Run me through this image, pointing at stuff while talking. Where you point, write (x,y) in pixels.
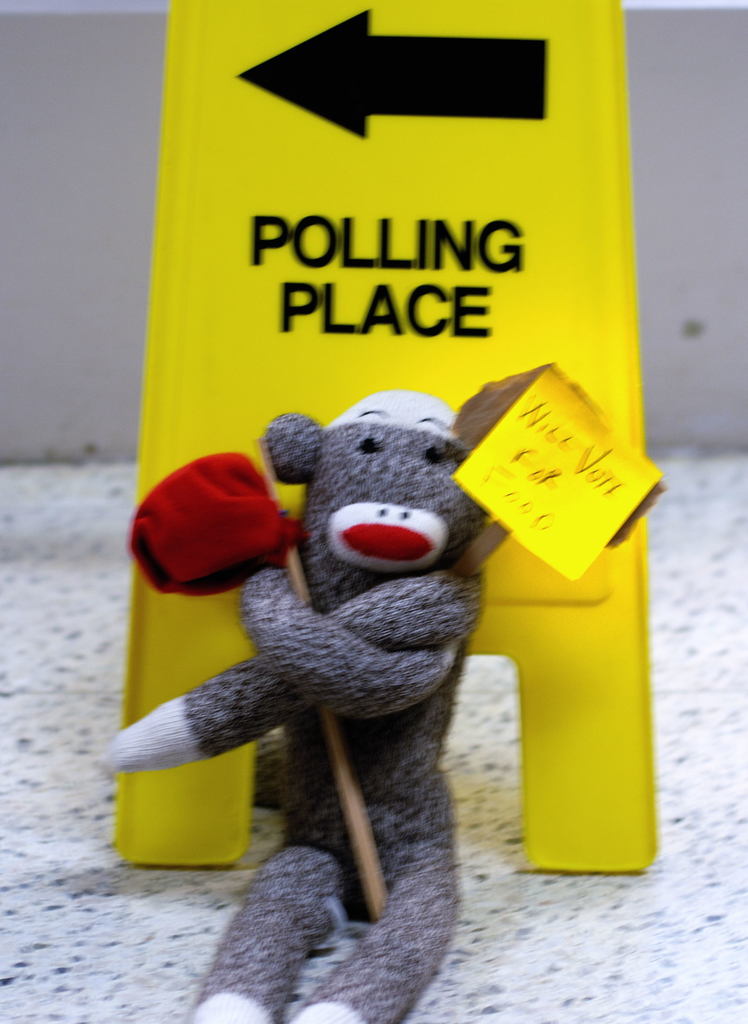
In this image in front (393,469) there is a toy (474,595). Behind the toy (420,468) there is a directional board (357,227). At the bottom of the image (608,949) there is a floor (660,931). In the background of the image (691,171) there is a wall (694,144).
